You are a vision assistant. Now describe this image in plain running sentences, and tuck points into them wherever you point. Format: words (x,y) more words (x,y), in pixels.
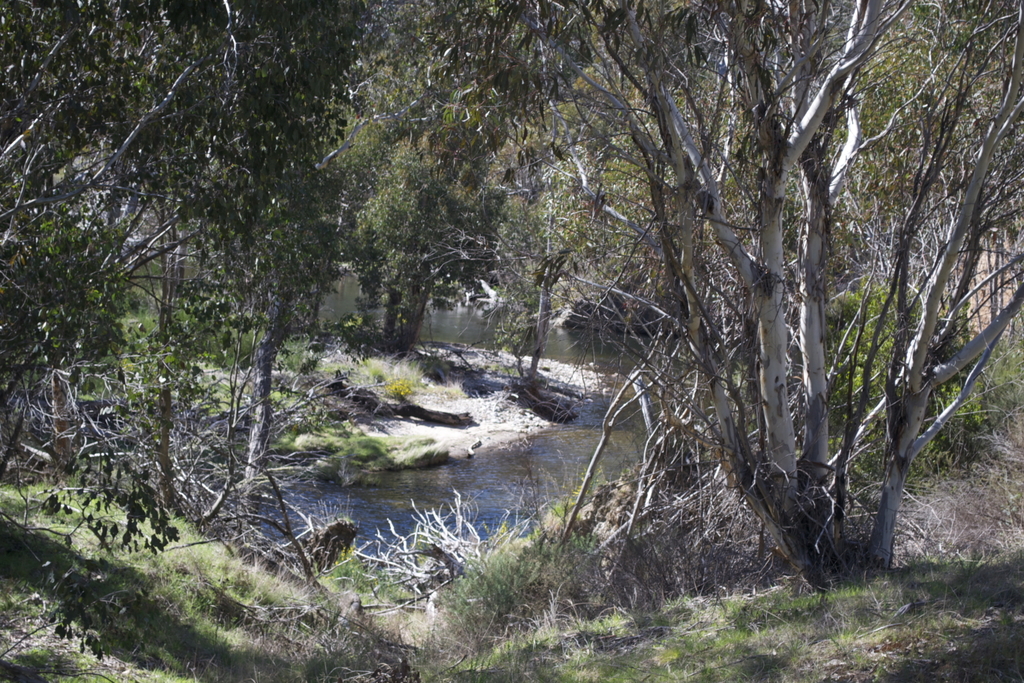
At the bottom of the picture (551,622), we see grass (442,608). On either side of the picture, there are trees (743,385). In the middle of the picture (600,416), we see water (373,507) and this water (373,493) might be in the lake (533,496) or in the pond (470,495). In the background (463,207), there are trees (581,220).
